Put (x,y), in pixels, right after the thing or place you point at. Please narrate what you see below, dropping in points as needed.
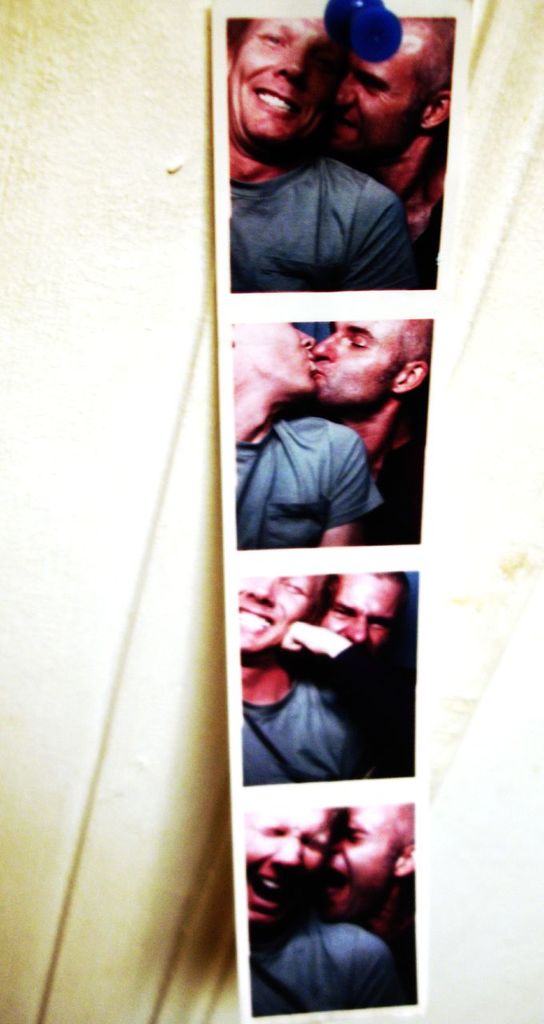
In this image we can see a photograph (323,683) printed on the wall (100,302). At the top (390,38) there is a paper pin (385,32).
